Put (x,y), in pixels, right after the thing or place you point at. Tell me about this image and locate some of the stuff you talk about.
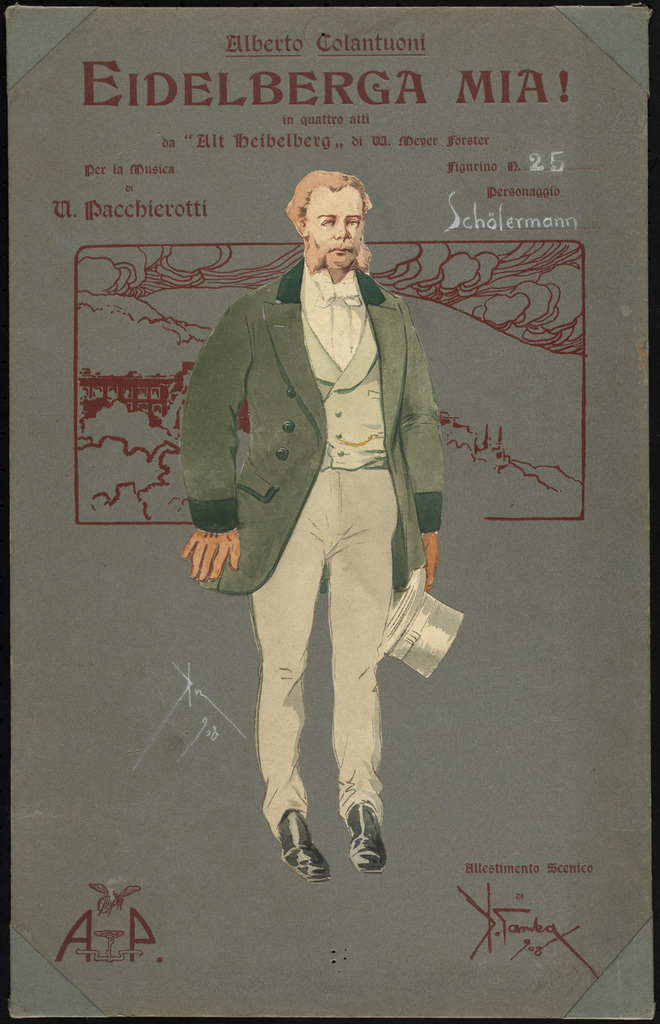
In this picture we can see a sketch (323,285) of a man (336,288) holding a hat (406,624) and standing on the ground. In the background (578,278) we can see the drawing (159,274) of some other objects (548,263) and there is text (364,94) on the image.
